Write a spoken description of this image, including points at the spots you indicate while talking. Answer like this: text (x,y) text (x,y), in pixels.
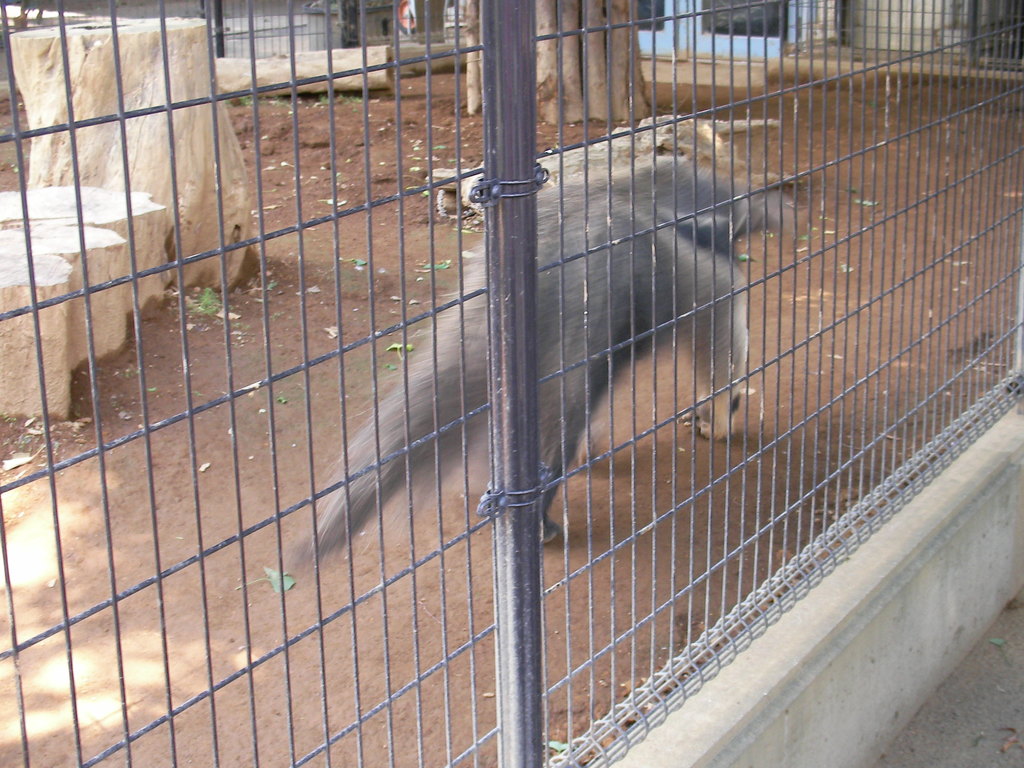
There is an animal (665,291) standing beside a fence (847,337).
